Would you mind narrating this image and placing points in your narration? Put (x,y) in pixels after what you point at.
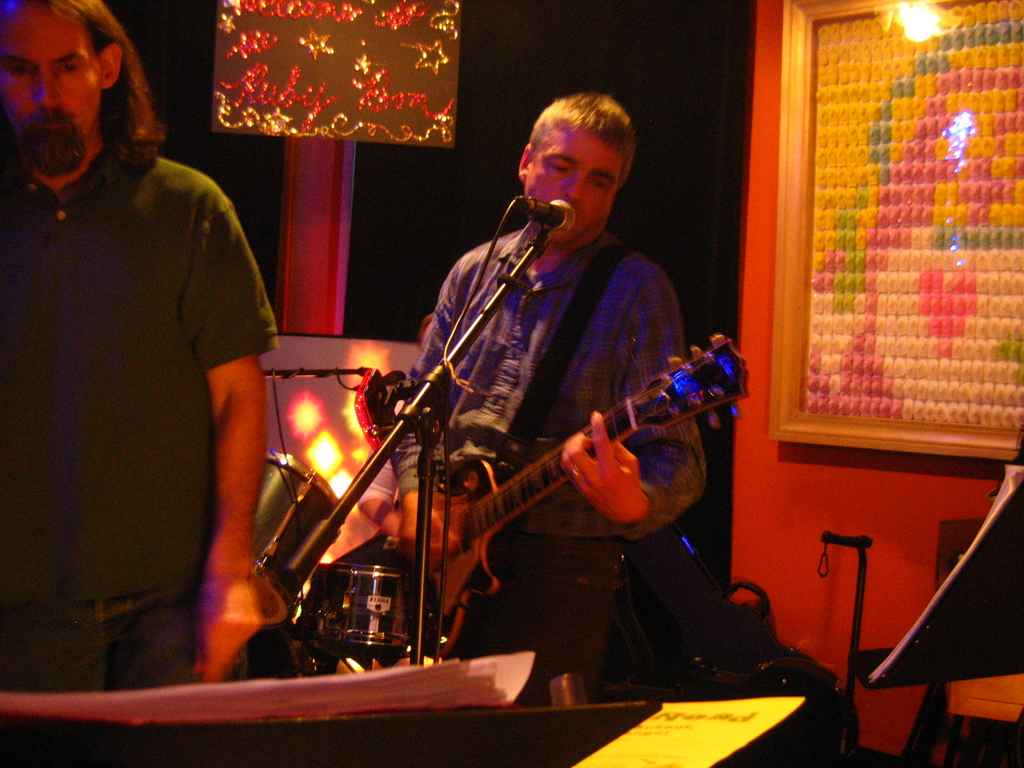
In this image we can see a person (534,270) holding a musical instrument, a photo frame (946,441) on the wall (748,420), a decorative board (330,39) with some text (299,5) and we can also see a man (222,567) standing.
